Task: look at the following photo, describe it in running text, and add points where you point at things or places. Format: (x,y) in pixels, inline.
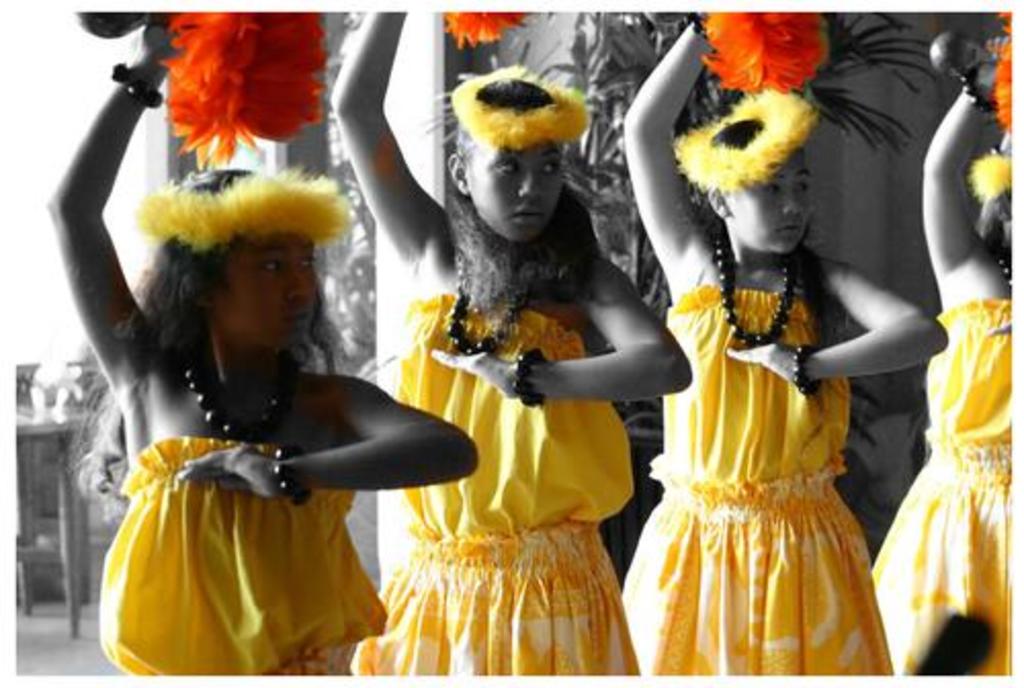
In the center of the image (427,327) we can see four people (734,394) standing. They are wearing same costumes (558,496). On the left (55,434) there is a table (55,434). In the background (386,339) there is a wall (827,127) and we can see plants (644,246).
